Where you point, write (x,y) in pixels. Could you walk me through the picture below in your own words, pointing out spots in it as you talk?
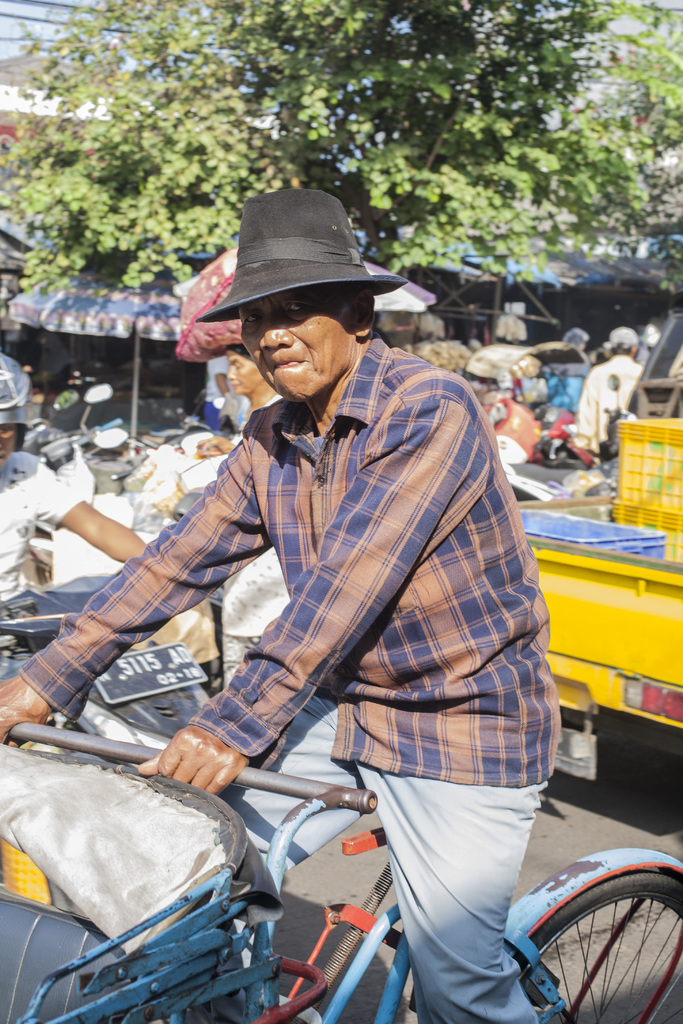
In this picture i could see a person (372,538) riding a bicycle (191,785) wearing a hat (288,261) and in the background (24,459) i could see some persons (609,367) walking along the roadside (583,398) and a truck (628,566) and some trees (252,107) in the background (245,110).
